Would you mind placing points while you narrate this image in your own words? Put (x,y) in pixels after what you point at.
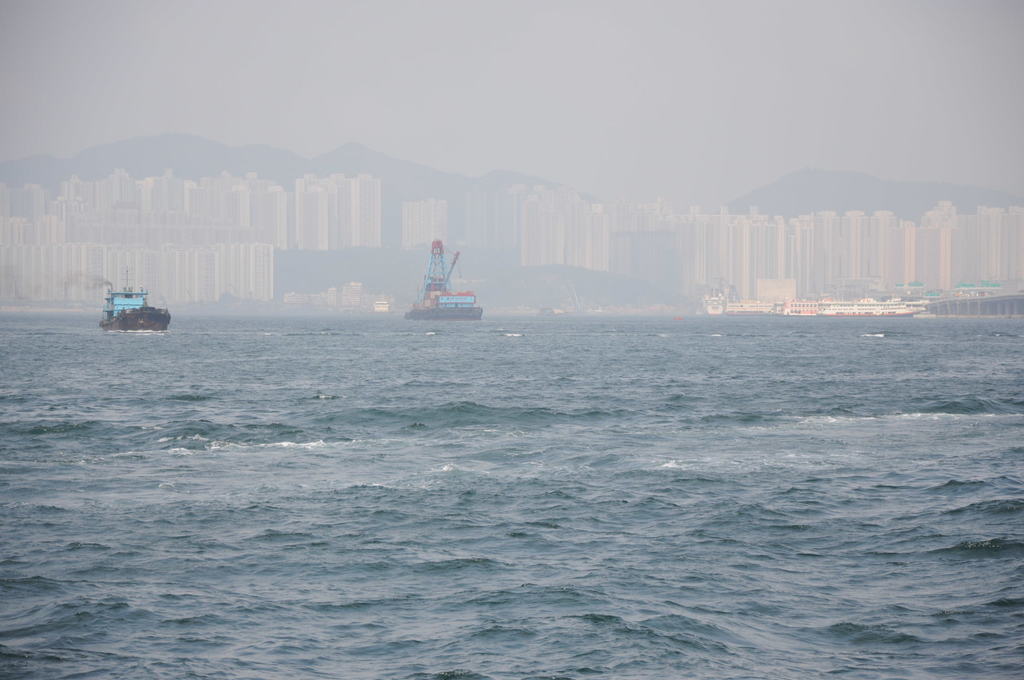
As we can see in the image there is a ocean (275,466) on which in between there are two ships (137,309) and behind them there is a huge building (46,222) a lot of buildings (290,215) and in front of the buildings (763,260) there are ships (807,305) which are standing stable on the river (498,325) near the sea shore (968,316).
